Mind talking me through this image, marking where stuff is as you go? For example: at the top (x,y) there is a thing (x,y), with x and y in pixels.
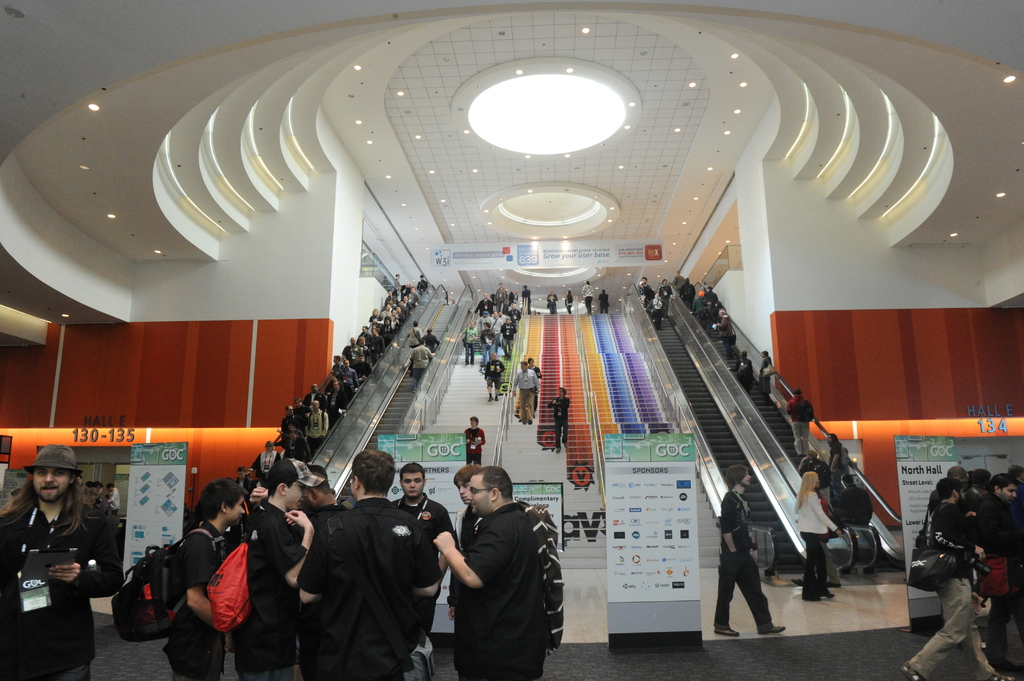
In this image in the center (345,445) there are escalators (765,437), and some people (836,471) are there on the escalators (760,408) and some of them are standing and some of them are walking. And also there are some boards (661,446), on the boards (904,498) there is text (920,498), and in the background (889,338) there is wall (210,416), lights (198,437). At the top (330,130) there is ceiling (382,122) and some lights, and in the center of the image (577,242) there is one board (652,253). At the bottom (585,582) there is floor (640,656), on the floor (802,628) there is one carpet (886,649).
